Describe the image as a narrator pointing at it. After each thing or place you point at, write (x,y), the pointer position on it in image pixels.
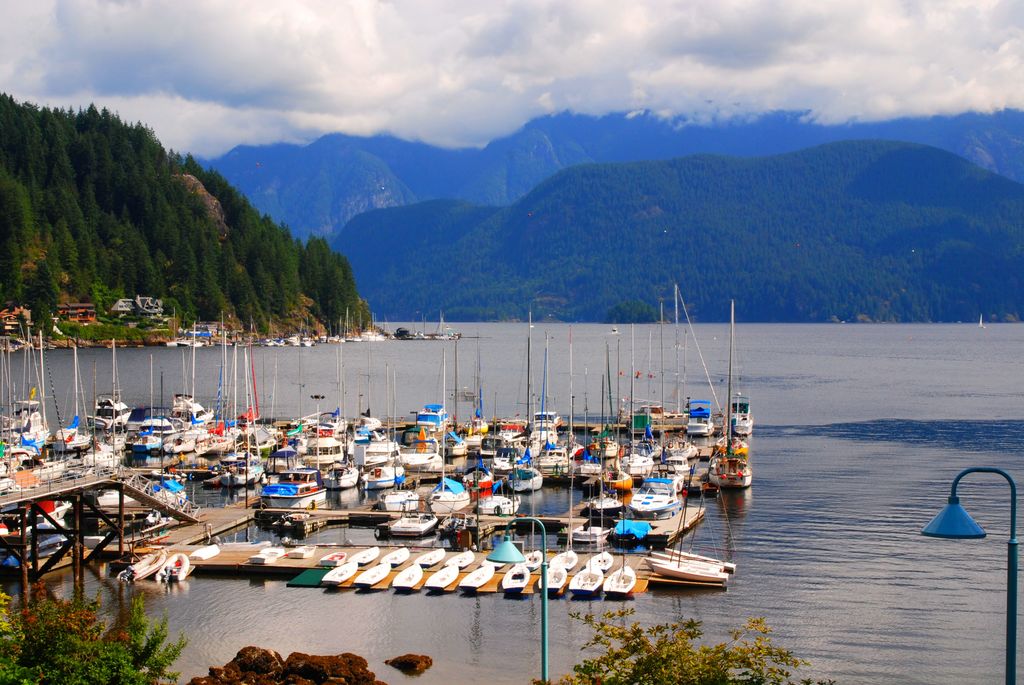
In this picture we can see some boats (333,451) and wooden pier (46,480) on the water (221,616). Behind the boats (164,431) there are buildings (129,311), trees (155,240), hills (359,171) and the cloudy sky (575,52). In front of the boats (484,469) there are poles (1009,548) and rocks (301,672).
